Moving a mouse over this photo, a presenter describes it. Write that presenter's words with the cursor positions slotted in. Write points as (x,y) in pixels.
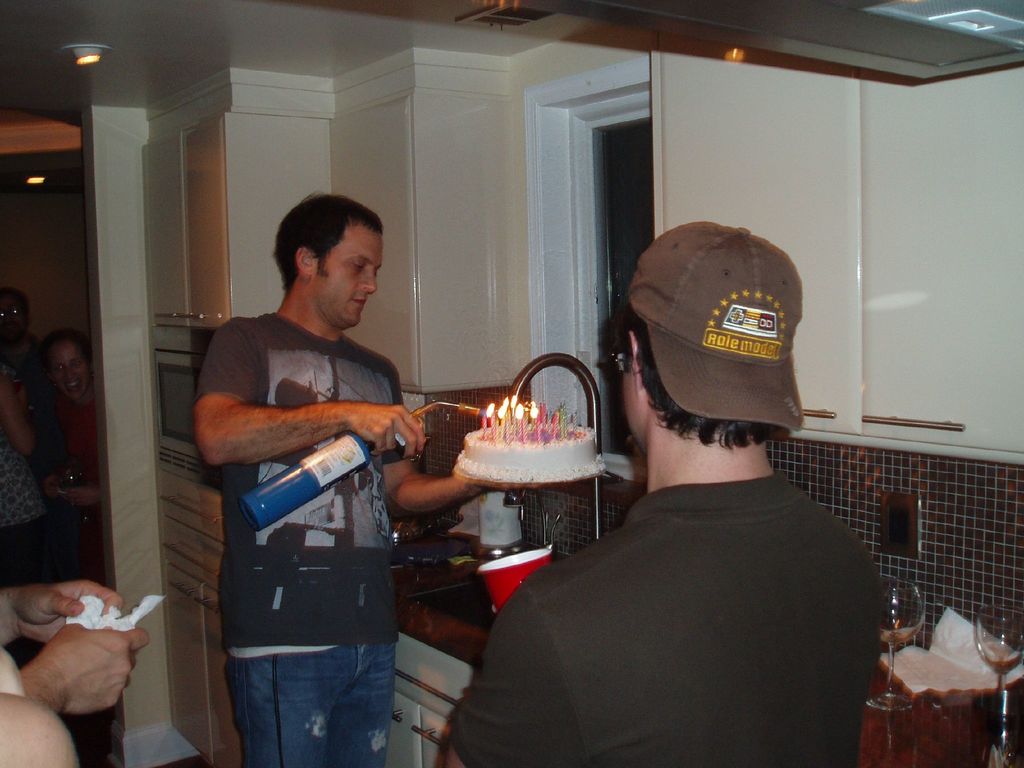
This image consists of many people (627,582). On the right (708,534), we can see a man (676,664) wearing a black T-shirt (687,575). In the middle (362,510), the man (311,601) is lighting the candles (514,432) with the torch (361,464). On the left (35,555), there are many persons (51,523). It looks like it is clicked in the kitchen (199,538). In the background (669,127), we can see the cupboards (967,224) and a window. On the right (980,648), there are wine glasses (918,627).
